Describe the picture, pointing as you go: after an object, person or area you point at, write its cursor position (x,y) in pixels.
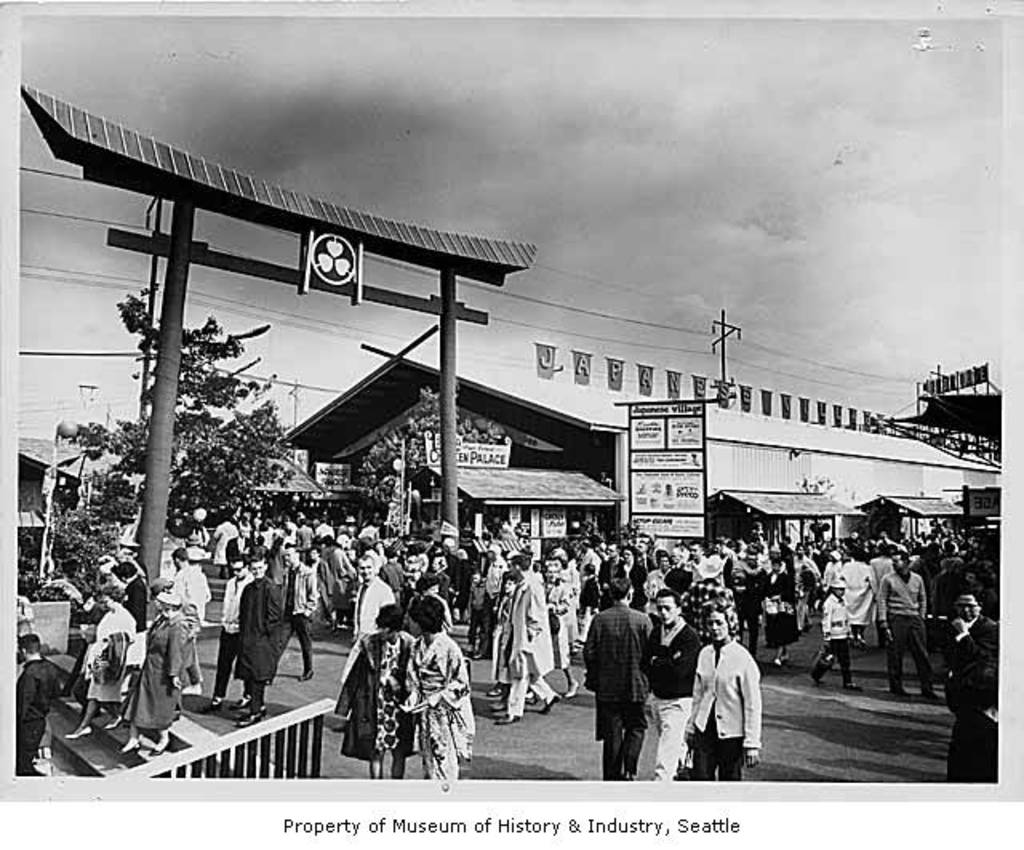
This black and white picture is clicked on the road (839,699). There are many people (556,596) walking on the road (784,665). To the left (103,749) there are steps (95,744). Beside the steps (89,756) there is a railing (248,737). In the background (737,472) there are houses (589,444) and trees (116,431). To the left (167,290) there is an arch (452,253) on the road (841,714). Behind the people (684,635) there are boards (697,477) to the pole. At the top (447,157) there is the sky (458,173). Below the image there is the text (597,825).
